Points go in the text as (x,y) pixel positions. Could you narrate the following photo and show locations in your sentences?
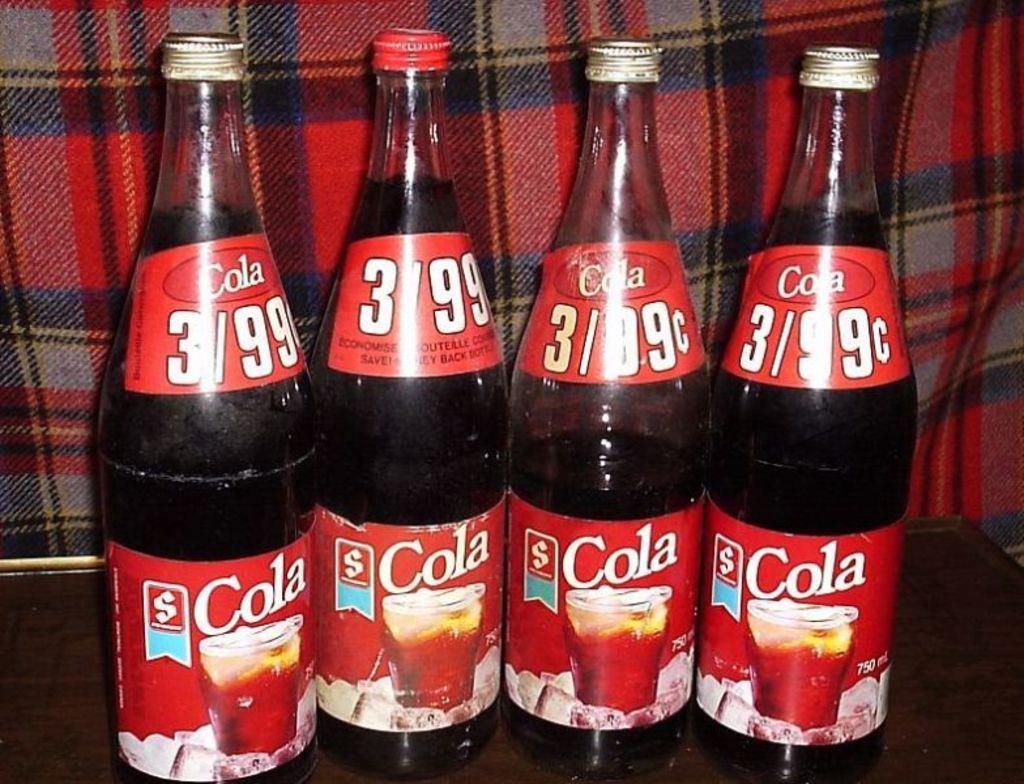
In this picture we can see cola bottles (376,362). Behind to them we can see a blanket (575,119).
